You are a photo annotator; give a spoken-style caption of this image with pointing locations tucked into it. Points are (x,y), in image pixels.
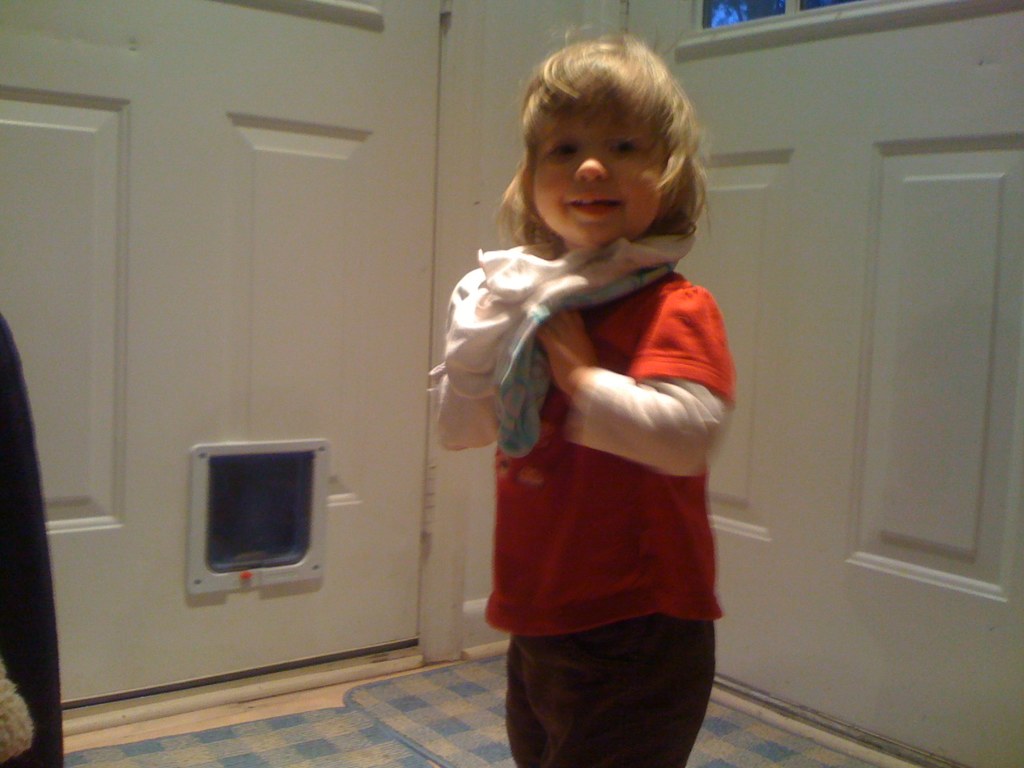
In this image we can see a kid (589,596) standing on the floor (454,688).
